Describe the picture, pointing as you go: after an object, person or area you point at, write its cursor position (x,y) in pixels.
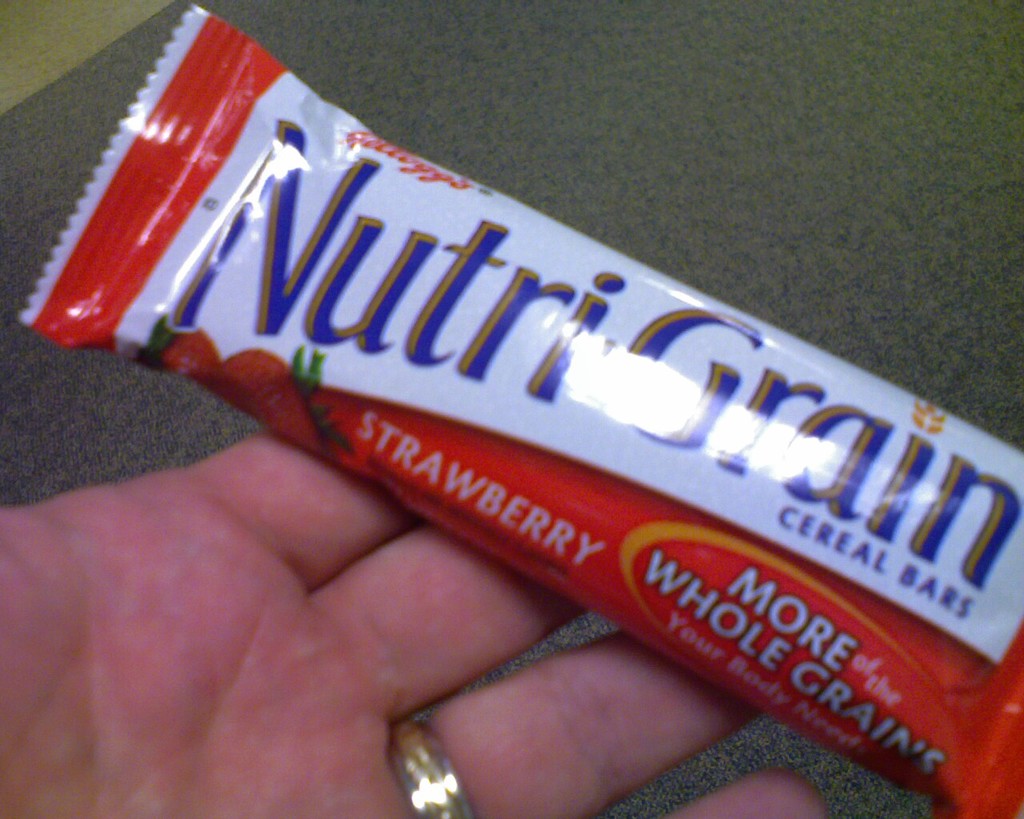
In this image we can see a cereal bar (580,516) in a person's hand (189,539). At the bottom of the image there is carpet (767,239).
